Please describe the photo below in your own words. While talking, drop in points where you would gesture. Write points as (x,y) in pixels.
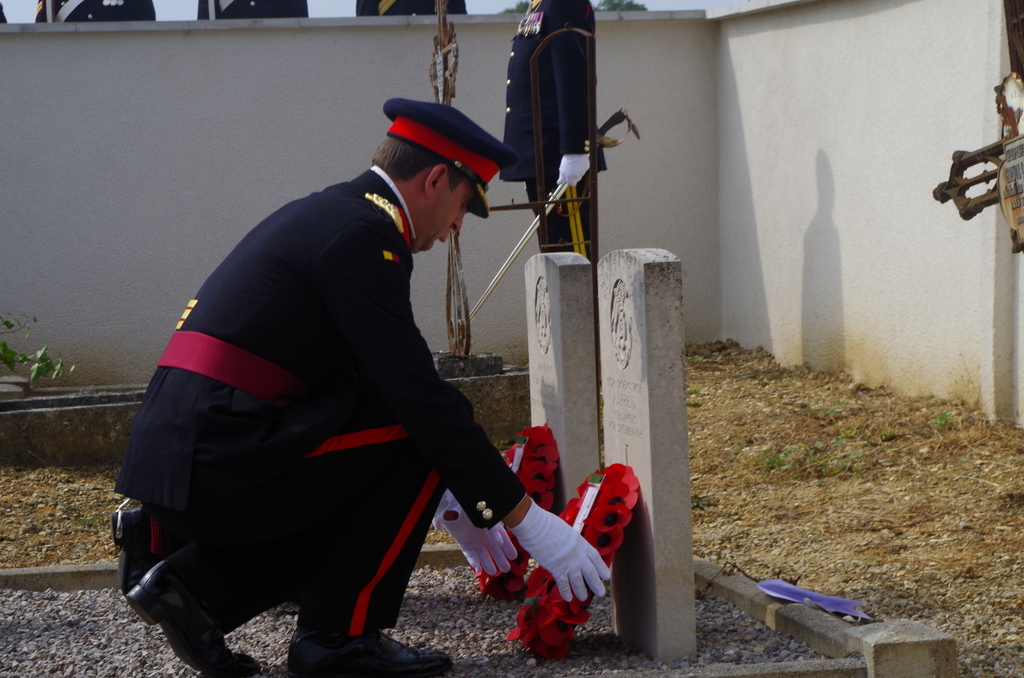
In this picture I can see a person (323,525) in a squat position, there are garlands (585,496), there is a person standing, there are gravestones (646,352), and in the background (28,195) there is a wall (687,190) and there are some objects (997,190).
